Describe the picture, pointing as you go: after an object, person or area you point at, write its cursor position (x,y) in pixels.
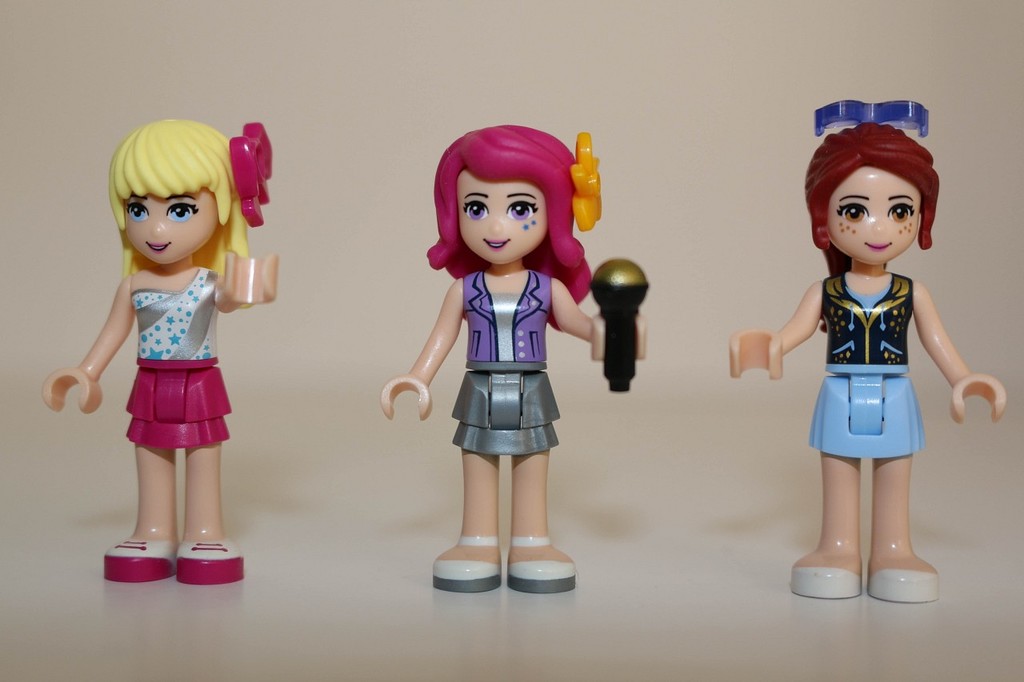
In this picture I can see toys (525,335) and a plain background (282,337).
